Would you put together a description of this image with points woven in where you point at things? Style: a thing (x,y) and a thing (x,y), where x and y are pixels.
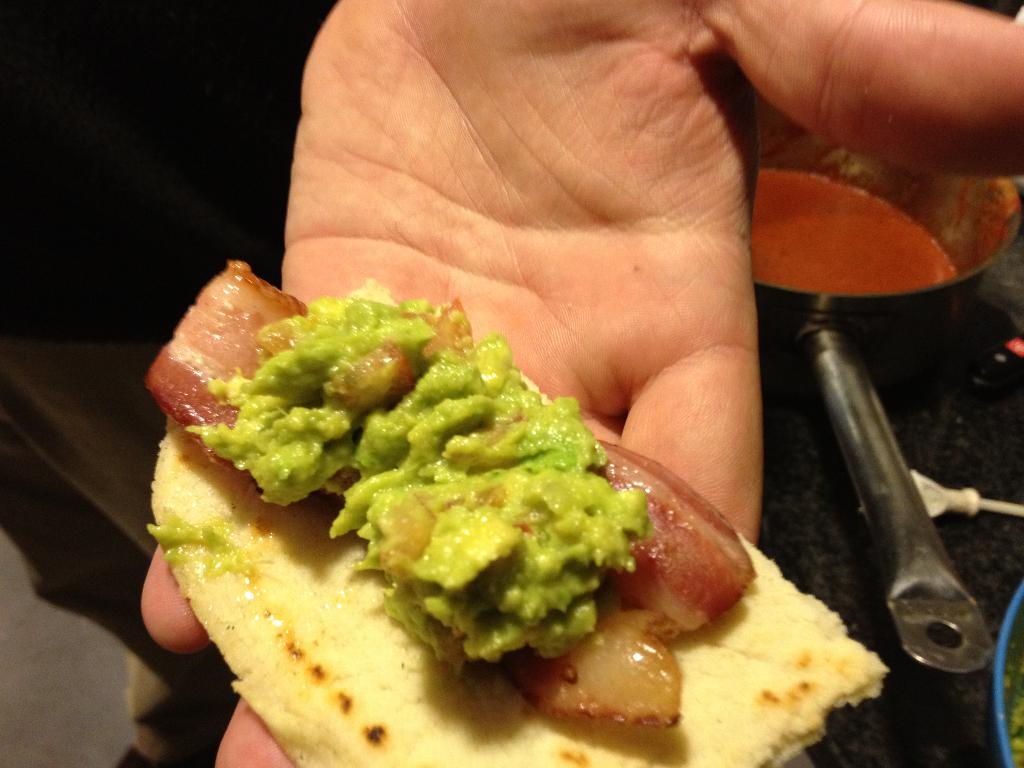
In this picture we can see a person (737,409) holding some food (359,606) in his hand (698,304). There is a liquid (898,258) in a vessel (783,324). We can see a plate (1017,599) on the right side (1003,748).
